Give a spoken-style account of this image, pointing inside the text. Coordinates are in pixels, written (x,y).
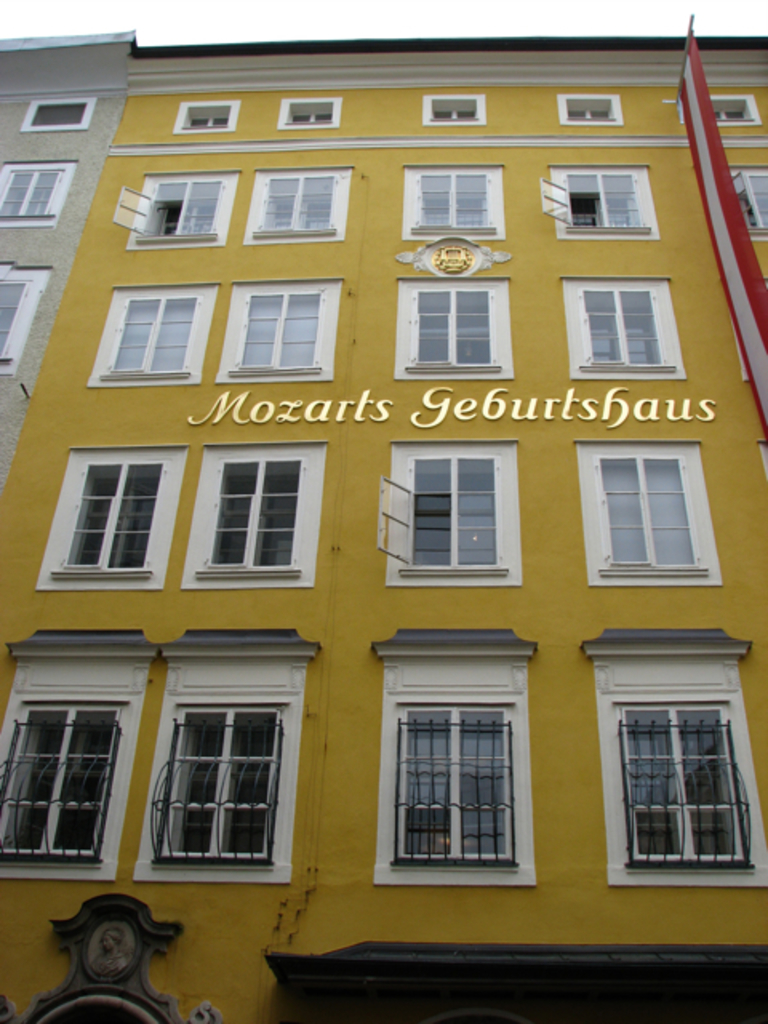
In this image in the center (444,439) there is one building (400,730) and some windows (425,119), on the right side (697,165) there is one flag (767,323). At the bottom (133,939) there are some objects (217,1023).
